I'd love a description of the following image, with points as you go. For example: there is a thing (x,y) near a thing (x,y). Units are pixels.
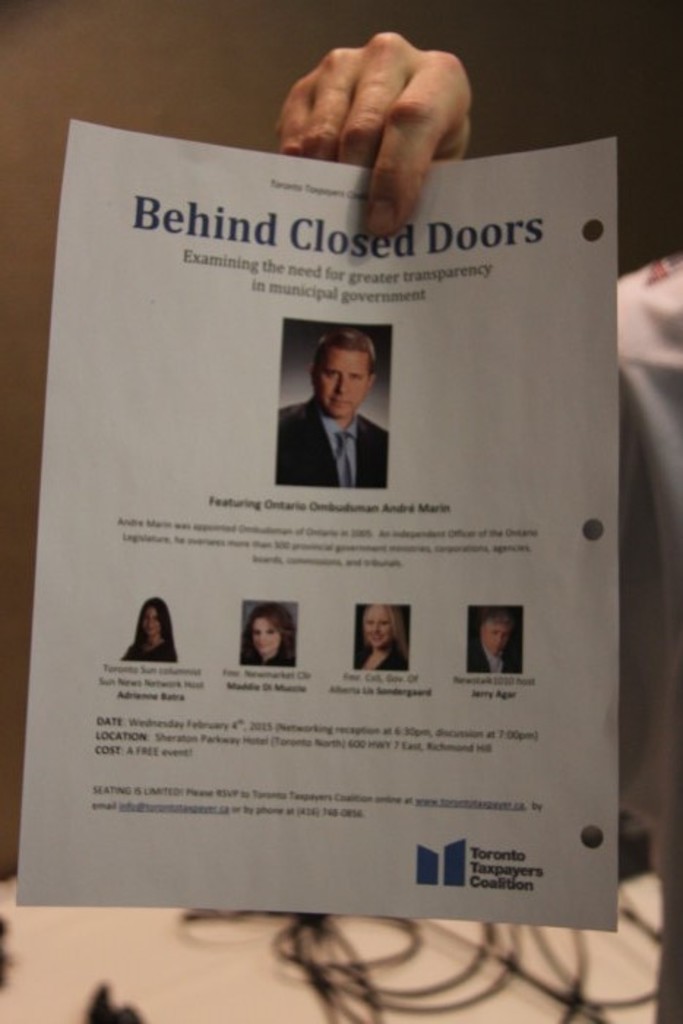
In this picture I can see in the middle (325,383) there are photographs (343,468) of humans (348,477) on the paper (344,489) and there is text (351,672). At the top (319,74) there is a human hand (405,126), at the bottom (4,973) there are cables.
